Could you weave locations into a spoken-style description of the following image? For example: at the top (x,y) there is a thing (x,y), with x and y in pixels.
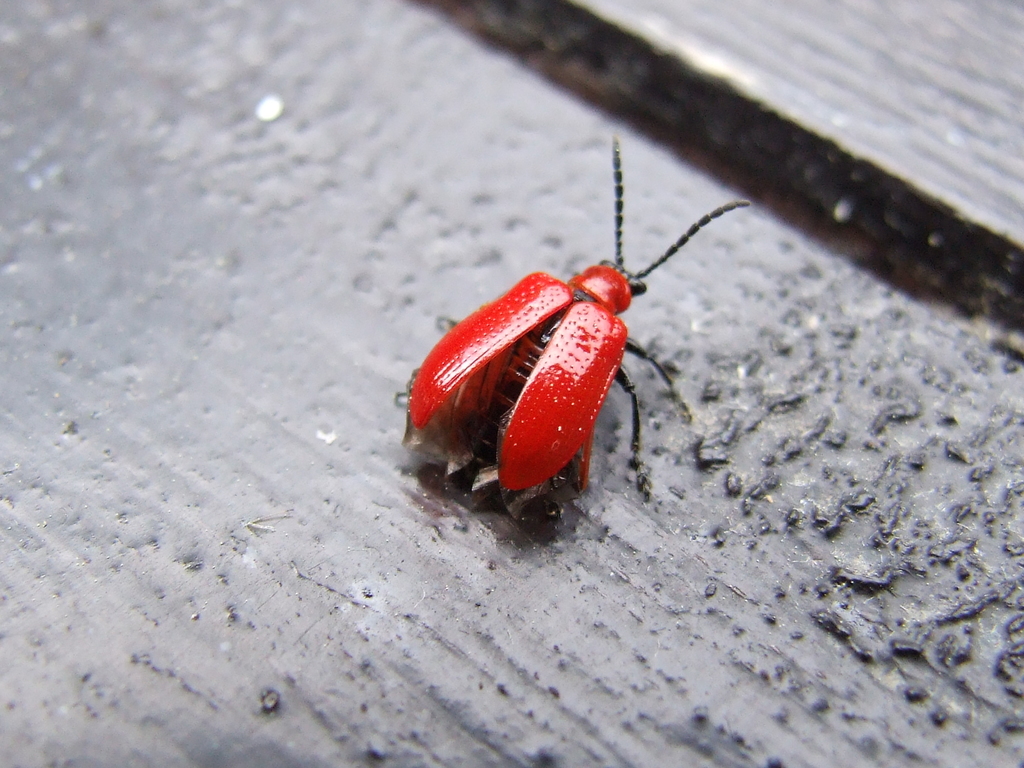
Here in this picture we can see a red colored bug (536,373) present on the floor (611,413) over there.
